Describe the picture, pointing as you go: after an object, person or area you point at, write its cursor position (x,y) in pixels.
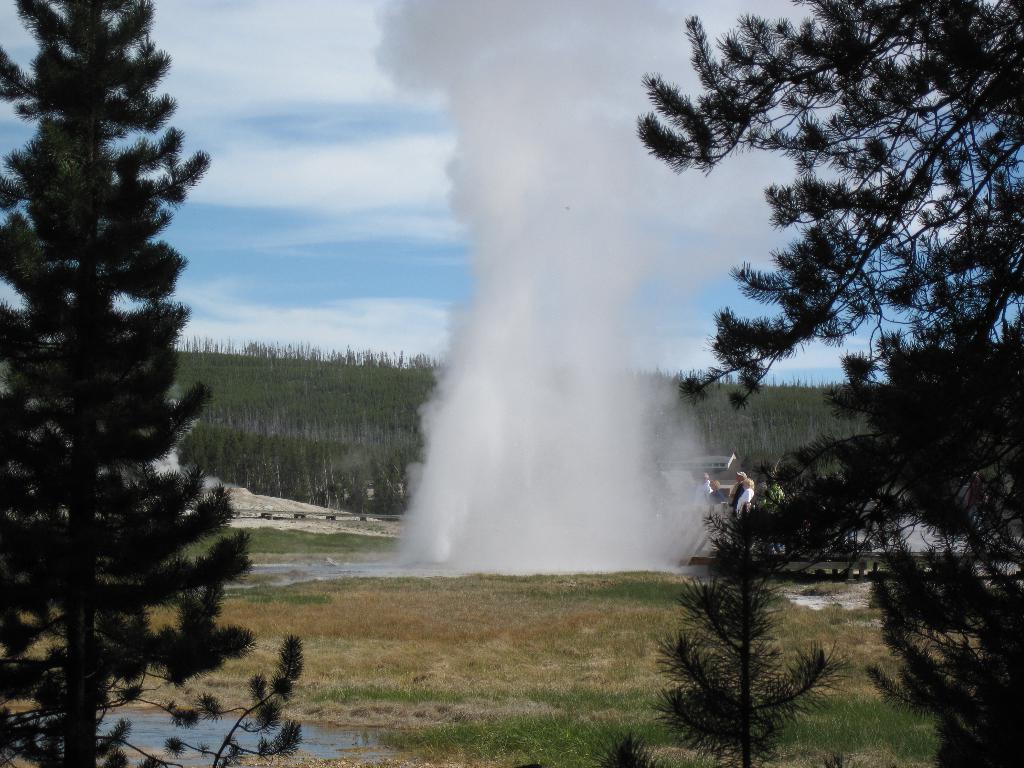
In the image there are trees (90,704) on either side of the land (379,614) with steam (478,508) in the middle of the grass land (486,621) with few people (719,500) standing beside it and in the back (309,416) there are many trees (337,416) all over the place and above its sky (313,131) with clouds (340,70).
